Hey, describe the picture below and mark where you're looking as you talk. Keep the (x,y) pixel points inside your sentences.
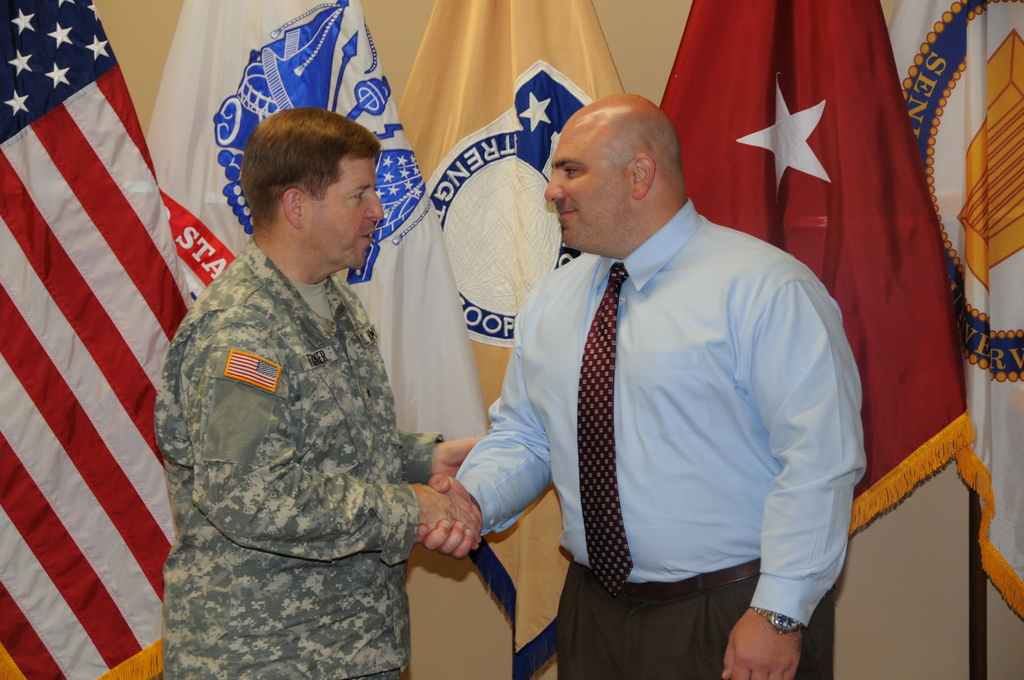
In the picture I can see two persons (382,454) are standing and shaking hands (454,519), behind we can see different types of flags (447,126).
